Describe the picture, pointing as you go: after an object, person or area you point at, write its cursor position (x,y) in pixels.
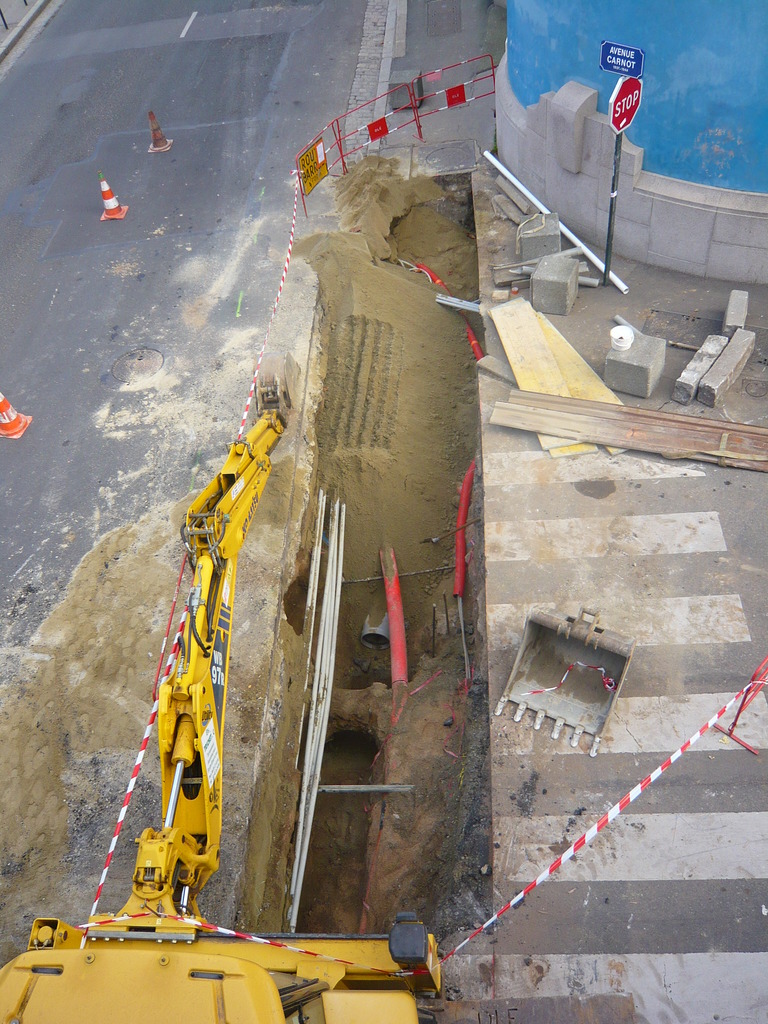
In this image we can see some construction is going on the road (186,417) there is JCB (398,1002), fencing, some traffic cones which are on the road (199,206) on the right side of the image (701,60) there is blue color tank (655,133) and signage board (612,229).
